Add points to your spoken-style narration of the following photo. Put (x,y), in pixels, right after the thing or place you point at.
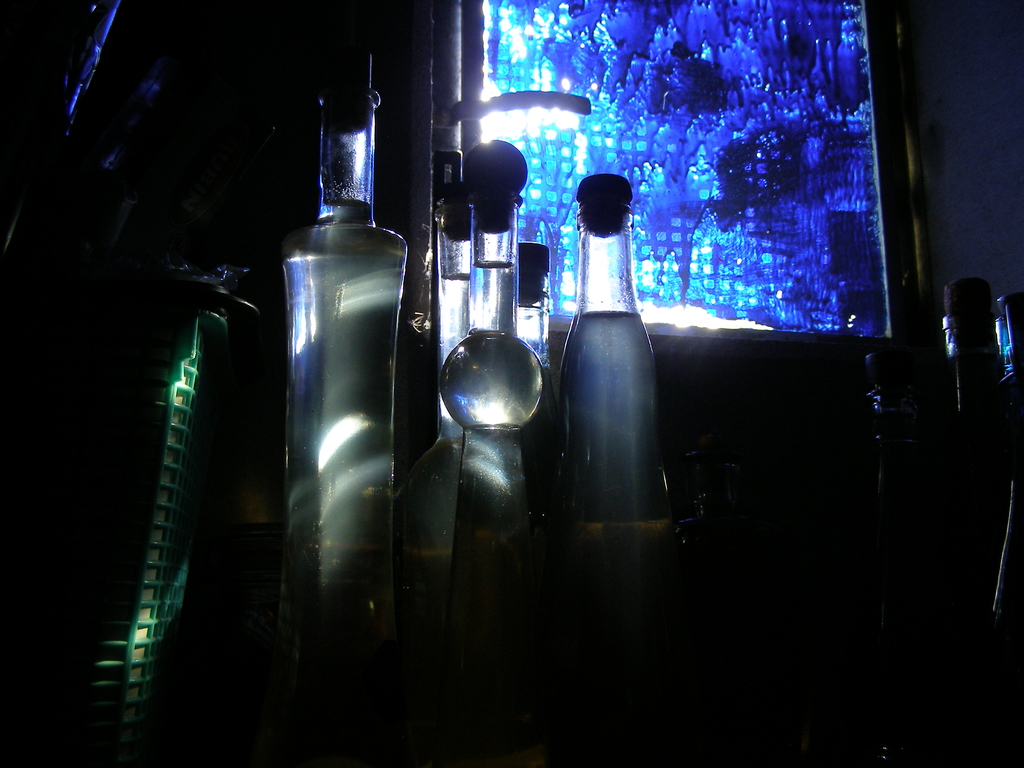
This picture shows few bottles (962,576).
